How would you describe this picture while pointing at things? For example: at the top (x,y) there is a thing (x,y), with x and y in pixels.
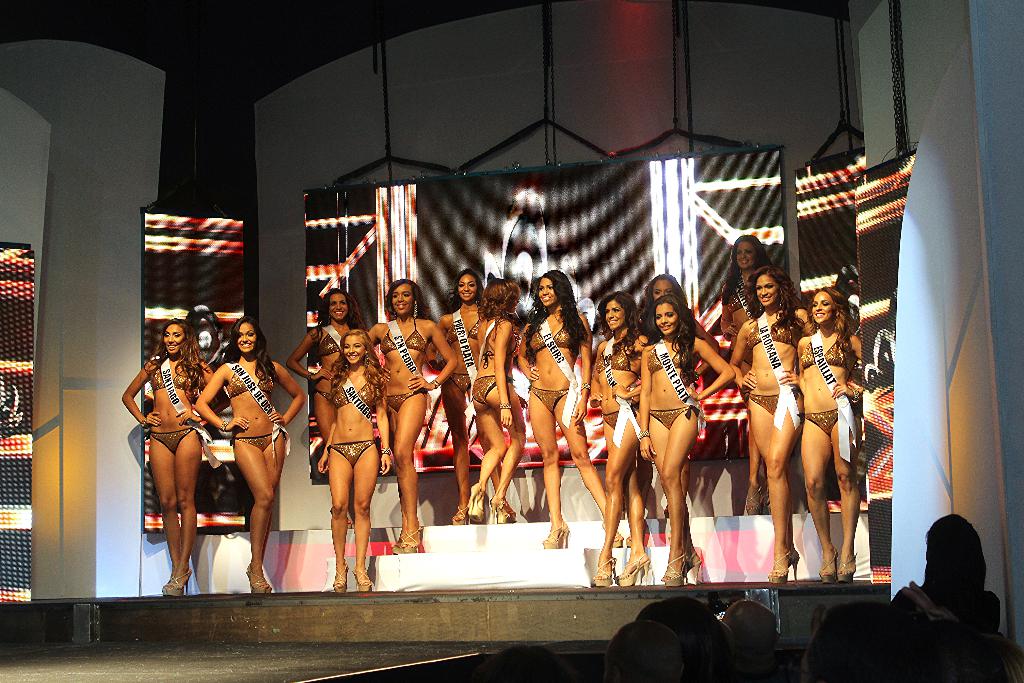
In this picture I can observe some women (246,378) standing on the stage (572,563). All of them are smiling. In the background (330,239) I can observe a screen (584,269).
